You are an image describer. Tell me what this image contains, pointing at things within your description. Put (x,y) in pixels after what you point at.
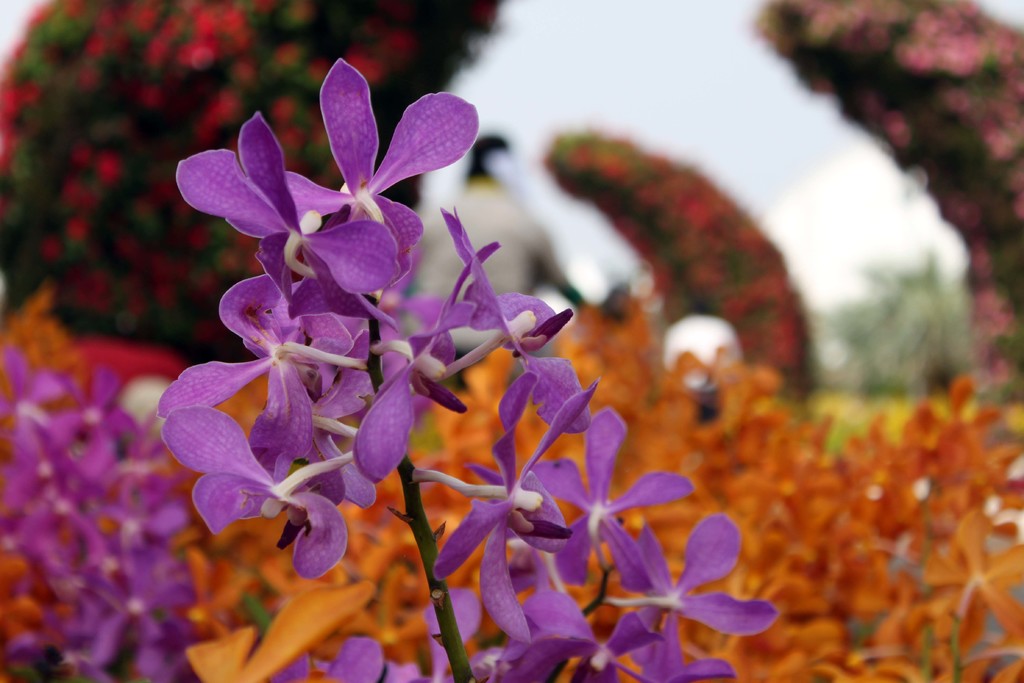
In this picture we can see some flowers (310,403) to the plants (574,552), behind we can see flowers arch (147,94) and we can see a person (507,224).
